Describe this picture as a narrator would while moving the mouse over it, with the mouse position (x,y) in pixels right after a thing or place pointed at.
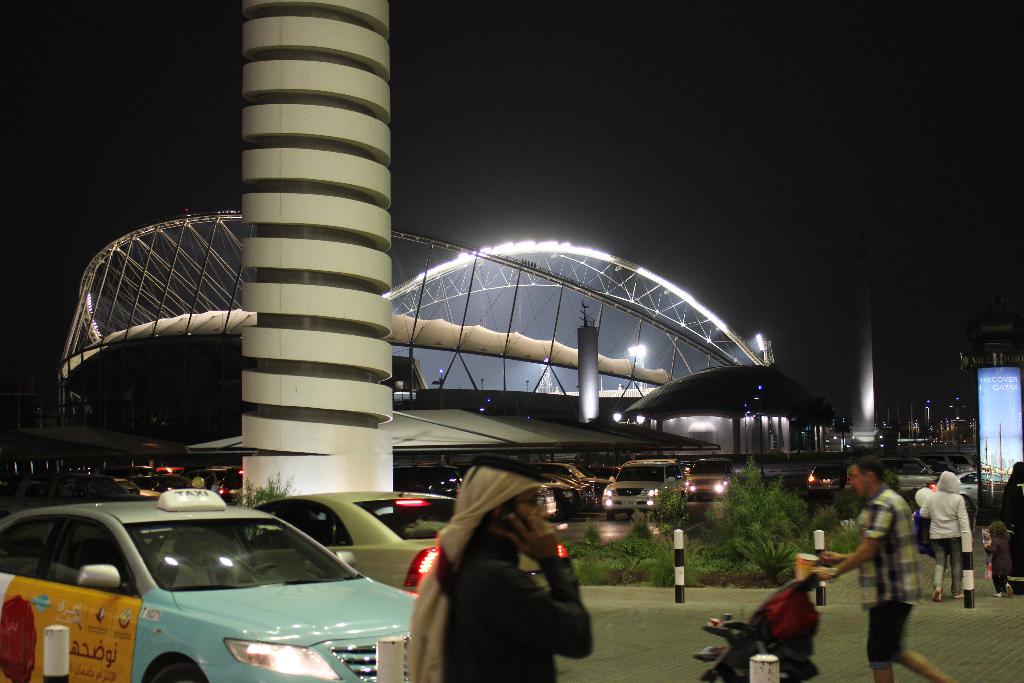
In this image we can see architecture (512,445), vehicles (383,508), pillars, rods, hoarding (1001,378), grass (660,569), lights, stroller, road (977,644), and plants (736,498). In the background (515,214) there is sky (677,200).
